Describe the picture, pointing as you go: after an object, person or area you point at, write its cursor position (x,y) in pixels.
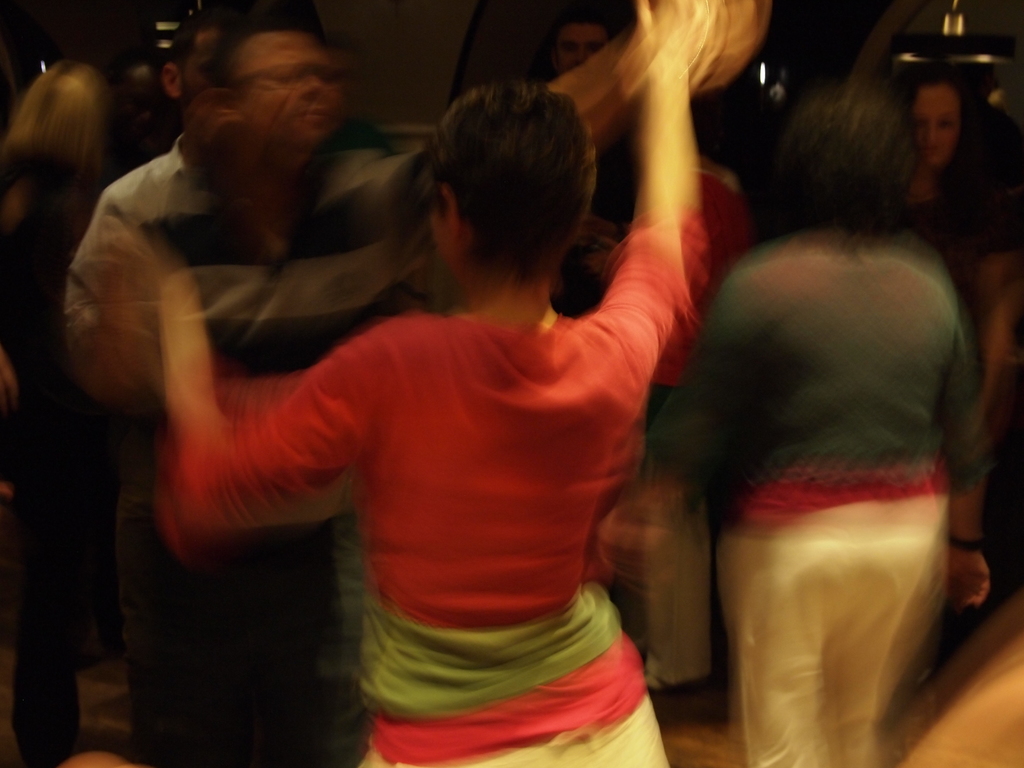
It is a blur image, there are a group of people (309,269) in the picture.
